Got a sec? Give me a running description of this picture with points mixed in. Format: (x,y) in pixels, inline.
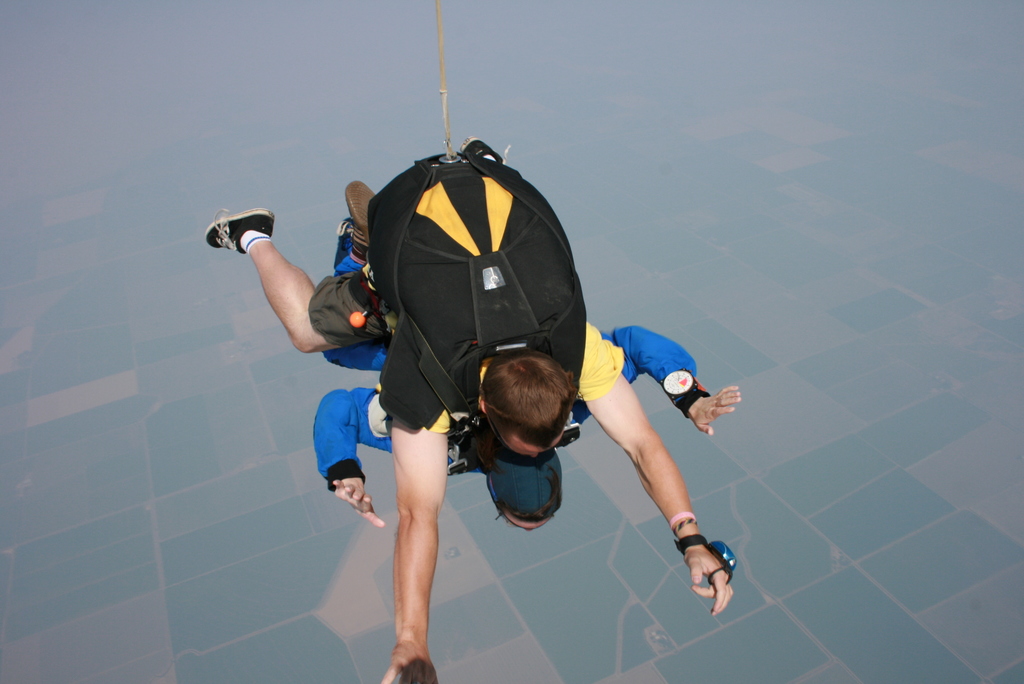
In this picture we can observe two persons (371,322) hanging to the rope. One of them is wearing blue color dress (345,418) and other is wearing yellow color t-shirt (596,364). In the background (302,412) we can observe floor (806,507).
